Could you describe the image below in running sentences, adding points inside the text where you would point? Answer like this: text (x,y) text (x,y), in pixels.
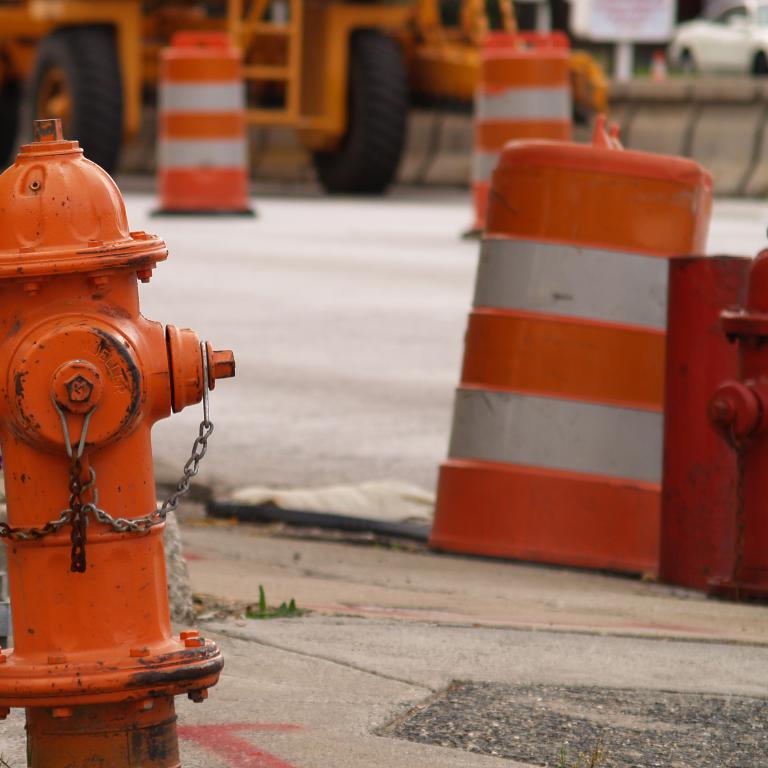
In the foreground of this image (117,489), on the left (131,397) and right, there are fire hydrants (155,576). We can also see few traffic cones (184,136) and a vehicle (410,68) on the road (430,242). At the top (646,38), there is a board (631,27) and a vehicle (710,41).
